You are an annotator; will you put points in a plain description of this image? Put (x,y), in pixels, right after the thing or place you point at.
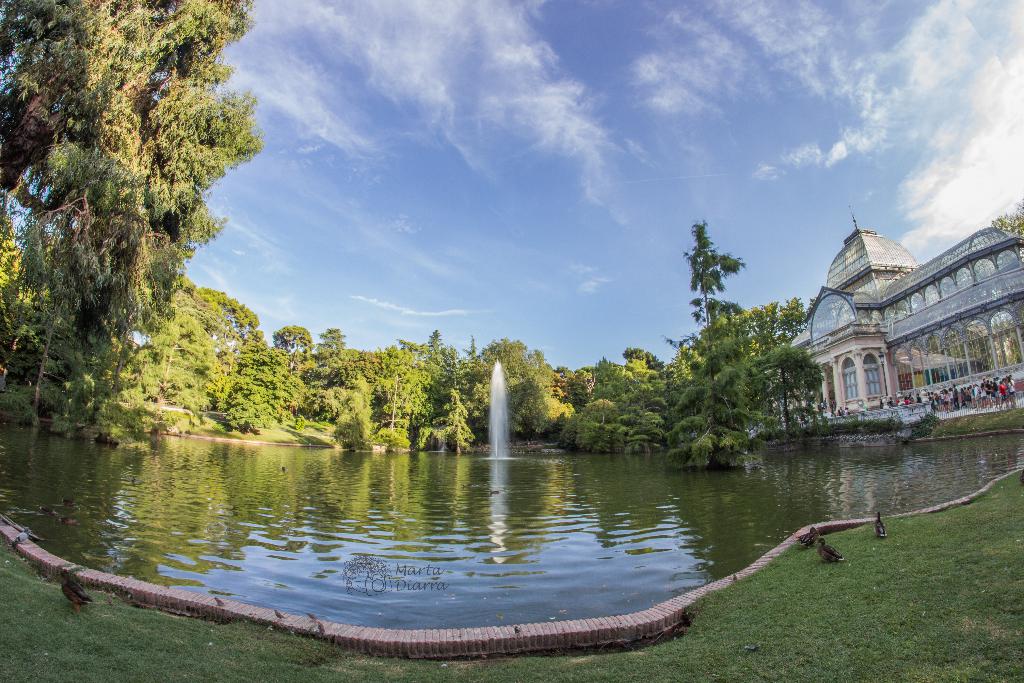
There is grass (941,613) at the front (838,625) and birds (84,593) are present. There is water (473,526) and there is a fountain (500,456) and trees (302,411) at the back (724,419). There is a building (916,370) and people (964,403) are present at the right (951,409) back. There is sky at the top (929,213).
